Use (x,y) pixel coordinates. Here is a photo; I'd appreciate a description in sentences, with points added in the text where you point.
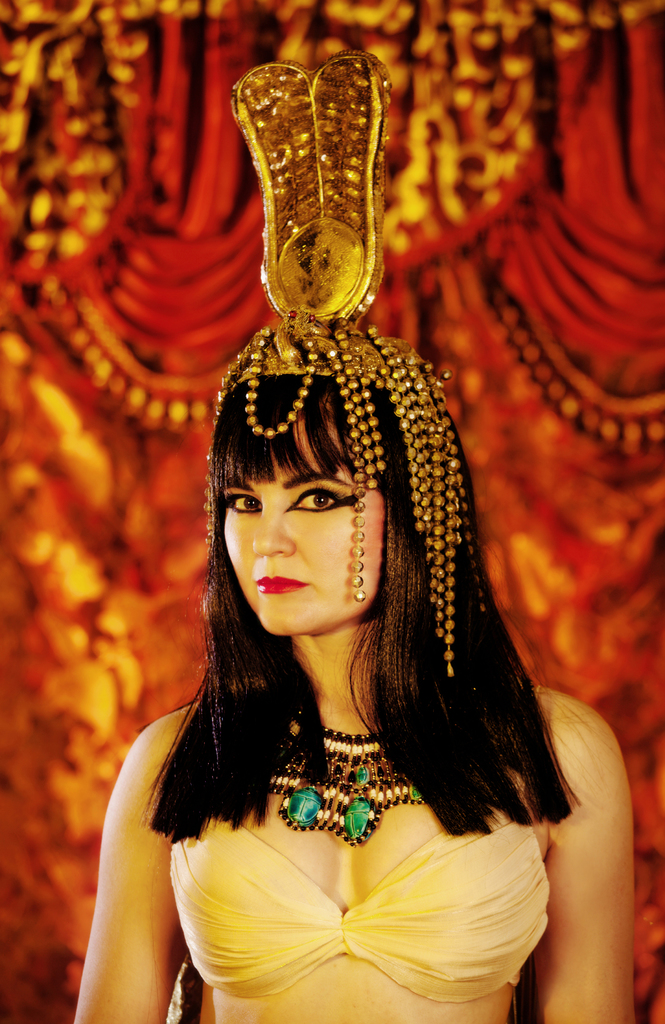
In this image there is a women (343,940), she is wearing necklace (360,796) on top of the head (287,383) there is an ornaments (338,172), in the background (34,855) it is blurred.
